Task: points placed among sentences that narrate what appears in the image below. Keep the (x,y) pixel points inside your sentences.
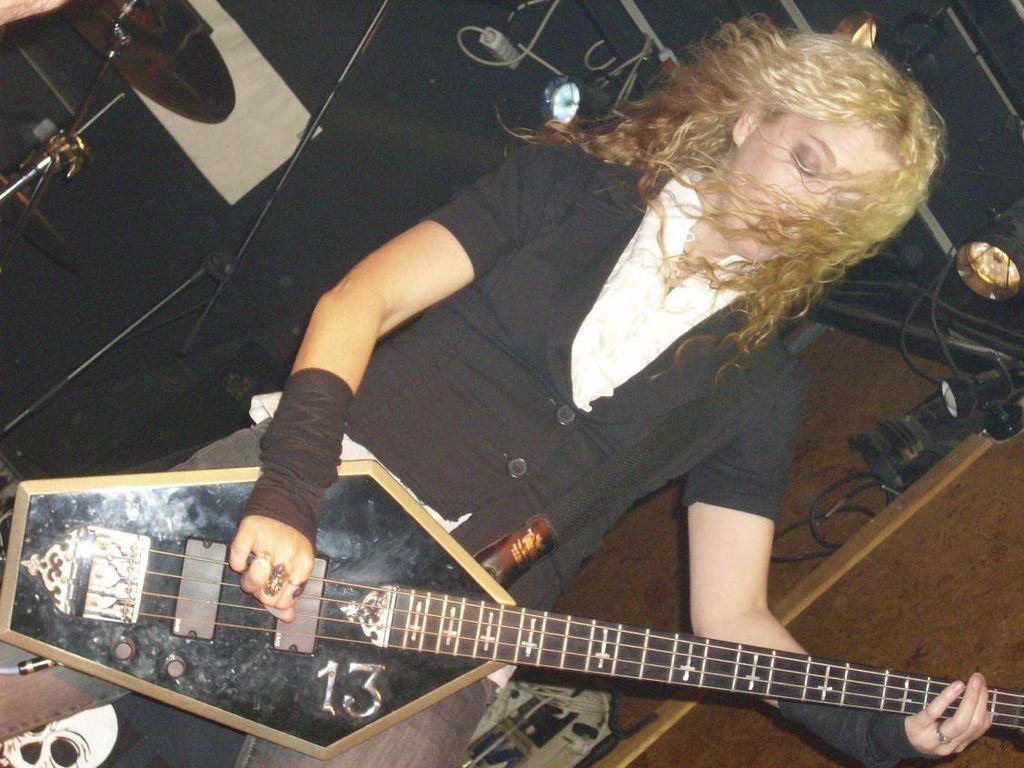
In this picture there is a person (594,335) standing and playing guitar (630,627). At the back (256,74) there is a drum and microphone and there are objects (945,385). At the top (540,4) there are lights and there are wires (912,308). At the bottom left (92,743) there is a picture (67,734) of a skull (4,751).
